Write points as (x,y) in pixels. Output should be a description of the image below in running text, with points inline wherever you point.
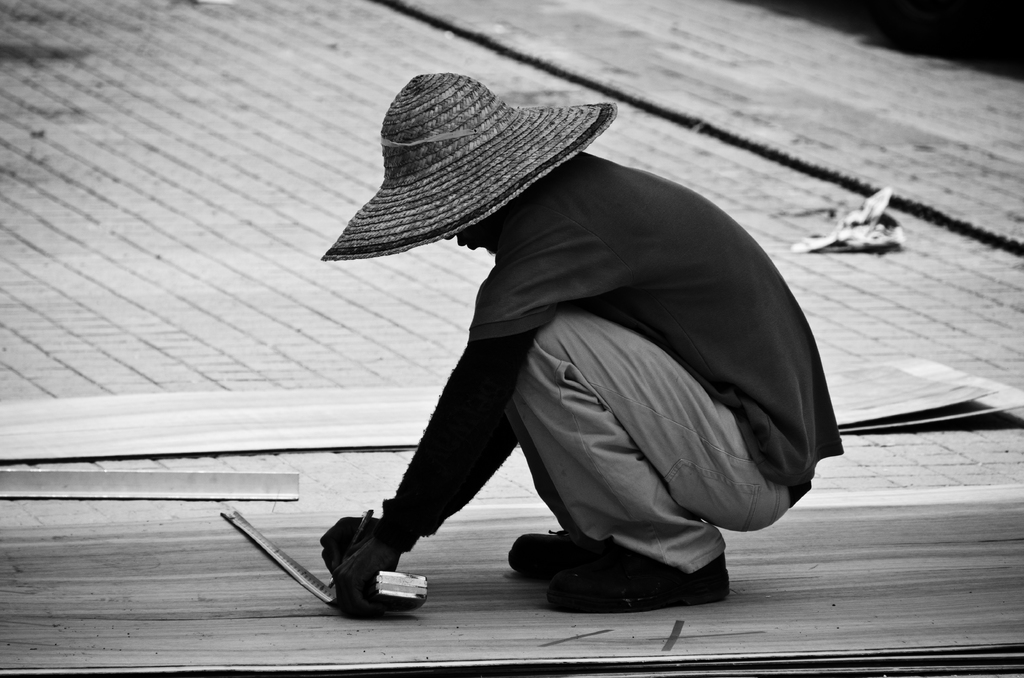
This picture is in black and white. The man (532,263) in the middle of the picture (541,319) wearing black T-shirt (566,249) and hat (450,237) is holding a pen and a measuring tape (391,590) in his hands (367,536). Beside him, we see wooden sheets (113,436) are placed on the road (111,502).
